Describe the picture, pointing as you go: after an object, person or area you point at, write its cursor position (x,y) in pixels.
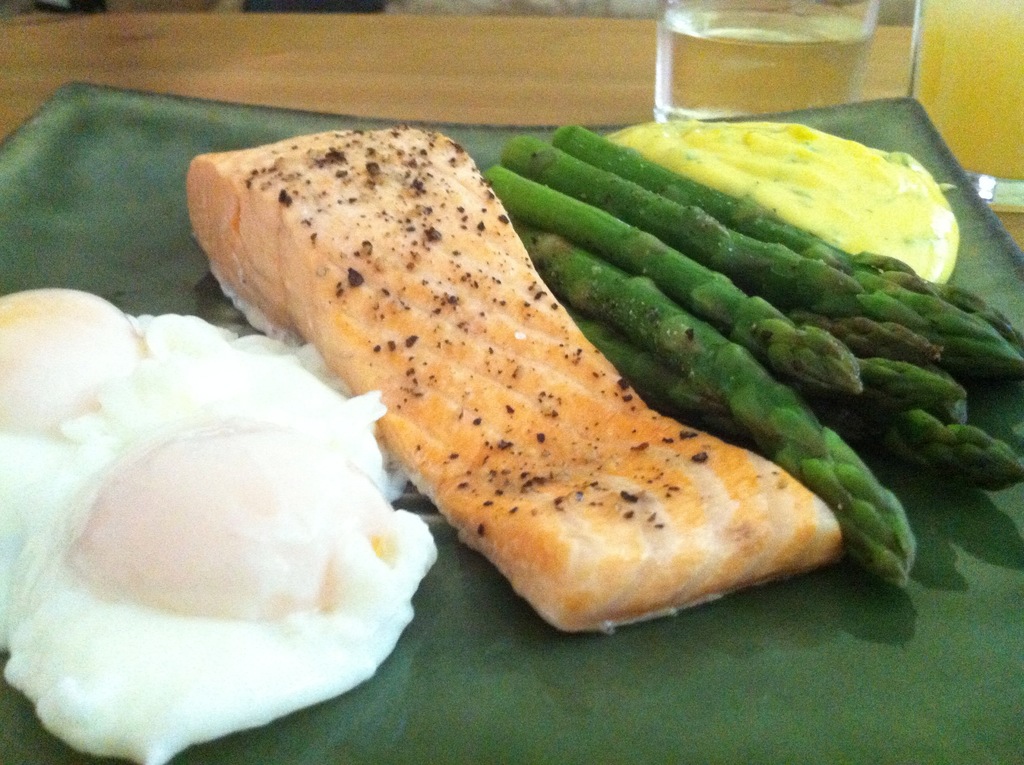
In this image, I can see asparagus (868,343), meat (555,484) and few other food items (207,526) in a plate (159,227), which is on a wooden object (326,70). In the top right corner of the image (814,57), I can see two glasses (838,72) with liquids (801,81).
